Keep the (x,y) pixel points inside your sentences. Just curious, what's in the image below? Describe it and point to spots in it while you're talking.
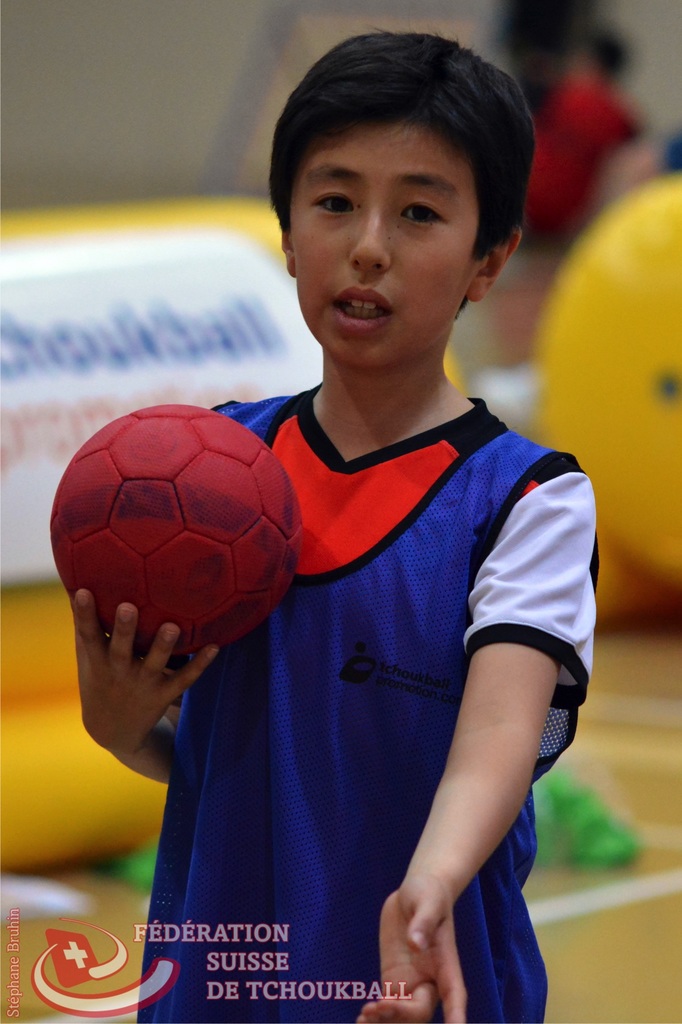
In this picture we can see a boy (457,451) holding a red colour ball (229,492) in his hand (152,664). Background (579,167) is blurry, we can see a person (583,126). this is a floor (631,793).
